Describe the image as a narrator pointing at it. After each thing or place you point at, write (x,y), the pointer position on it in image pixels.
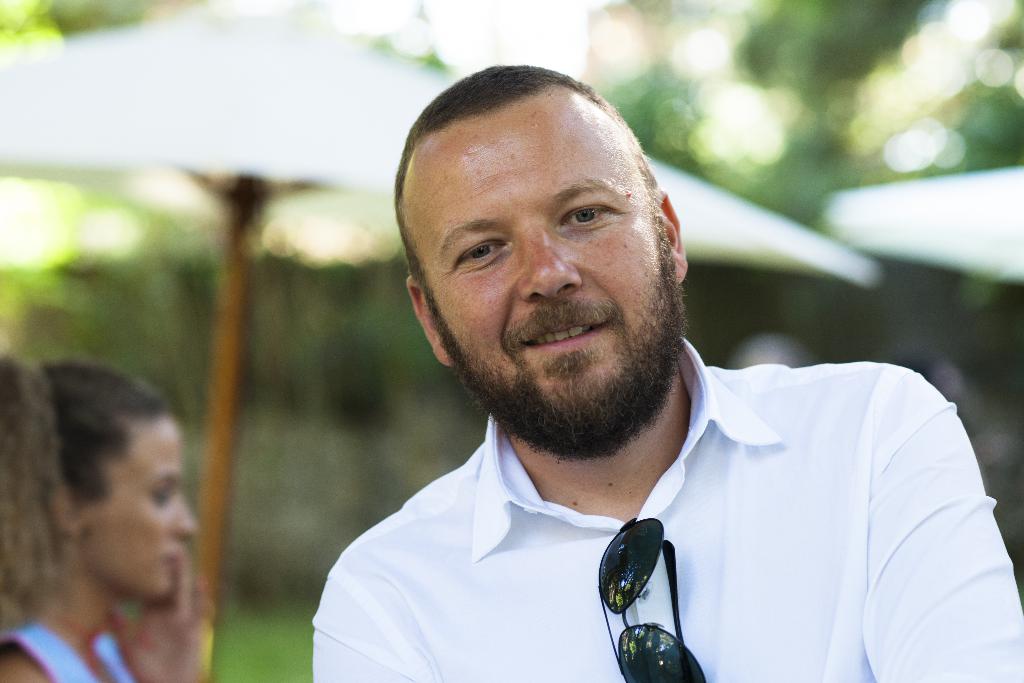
In the foreground of the image (361,599) there is a person (527,485) wearing white color shirt (374,666). In the background of the image (145,457) there is a woman (4,603). There is a umbrella (231,146). There are trees (671,54).
